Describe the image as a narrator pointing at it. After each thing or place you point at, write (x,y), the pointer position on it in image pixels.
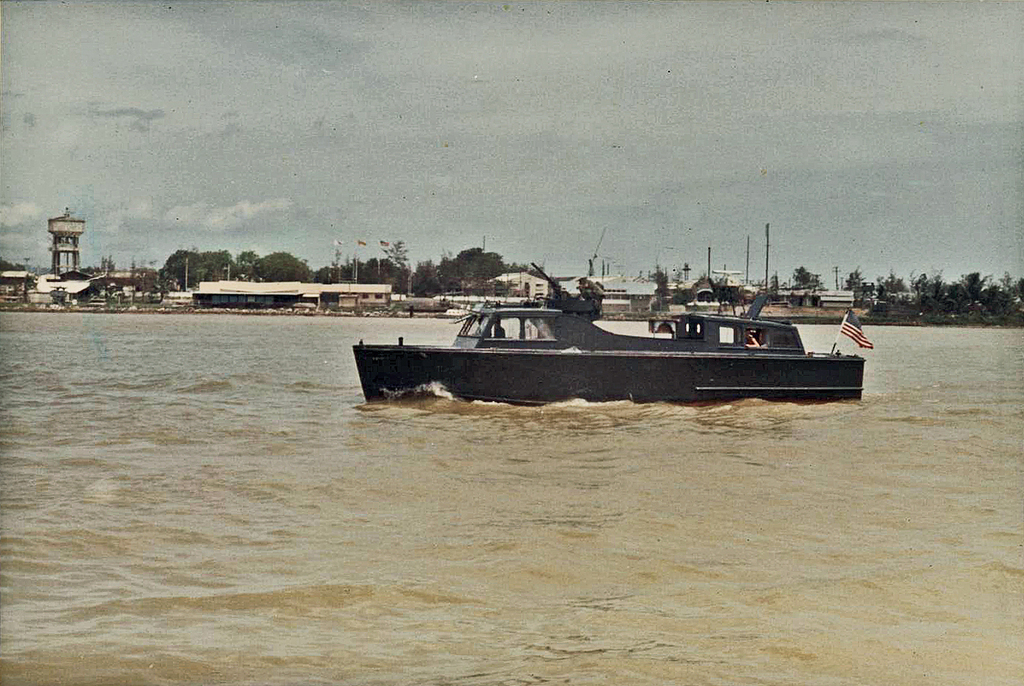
In the image there is a ship (475,340) on the lake (618,541) and behind it there are buildings (537,283) on the land (857,314) with many trees (891,297) on either side and a water tower (70,234) on the left side (56,254) and above its sky (344,119) with clouds (346,100).
